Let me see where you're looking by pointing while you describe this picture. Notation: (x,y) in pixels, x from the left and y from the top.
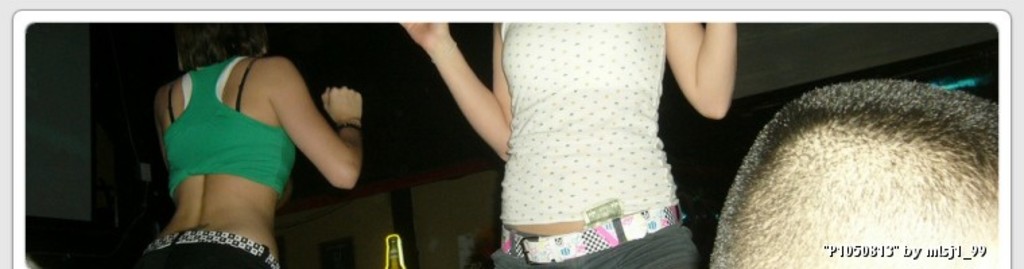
In this image there are three persons (776,173), in the bottom right (840,247) there is text (830,251).
